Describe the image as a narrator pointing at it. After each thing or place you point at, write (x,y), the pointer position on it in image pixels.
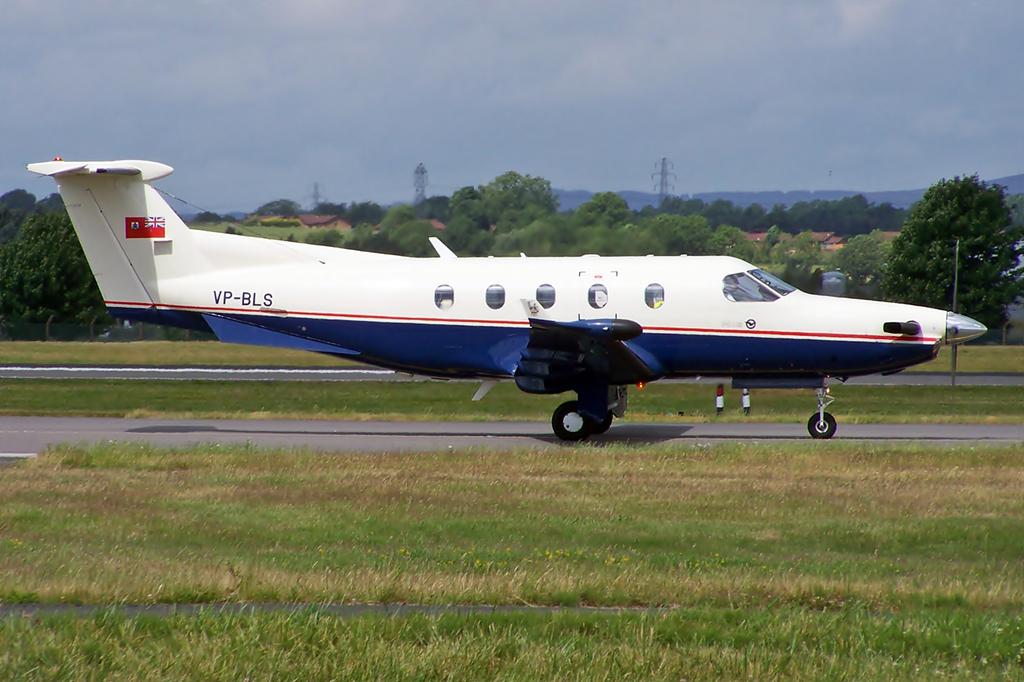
In the picture I can see a plane (543,370) on the runway (570,441) and there is a greenery ground (541,453) on either sides of it and there are few trees (520,191), buildings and towers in the background (452,217).
